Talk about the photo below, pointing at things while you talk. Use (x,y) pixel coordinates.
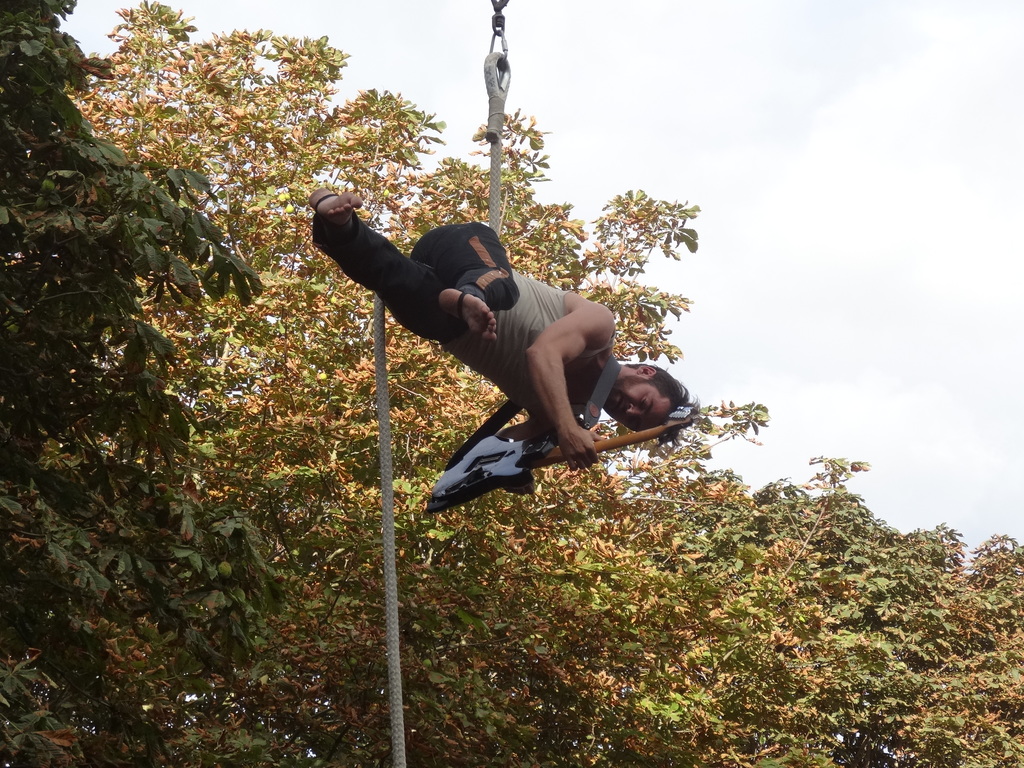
In this image I can see a person (496,259) hanging on a rope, holding a guitar (481,452). There are trees (381,564) at the back (410,626).
